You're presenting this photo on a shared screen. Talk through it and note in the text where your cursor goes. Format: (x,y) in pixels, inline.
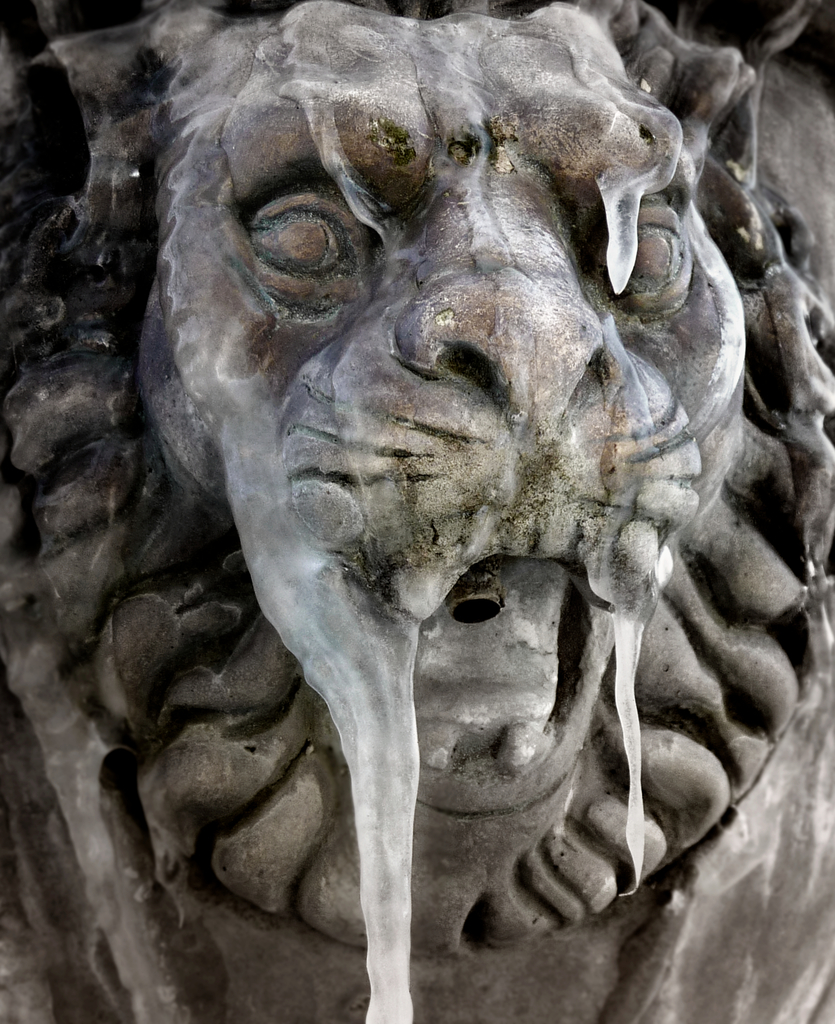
In this image there is a statue (282,458) of a lion (364,435) in the middle (387,612).
